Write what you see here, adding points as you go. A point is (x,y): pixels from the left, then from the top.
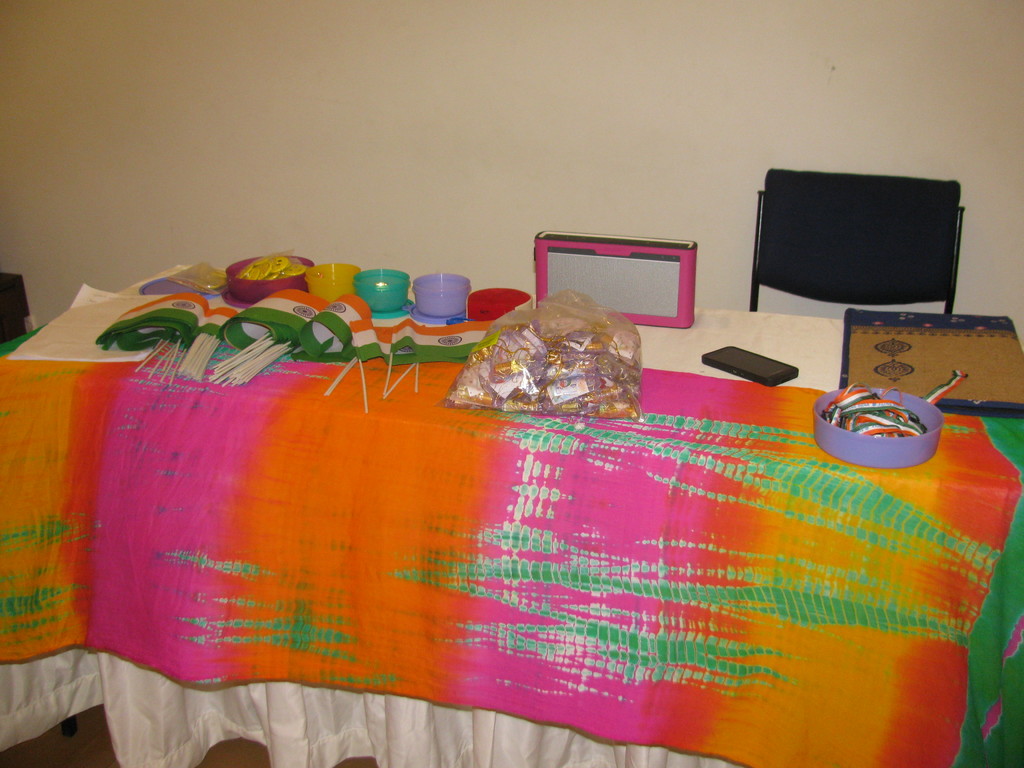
In this picture we can see flags (333,315), bowls (437,310), plastic cover (594,380) and other things (759,355) on the table (497,438), beside the table (684,413) we can see a chair (773,275).
